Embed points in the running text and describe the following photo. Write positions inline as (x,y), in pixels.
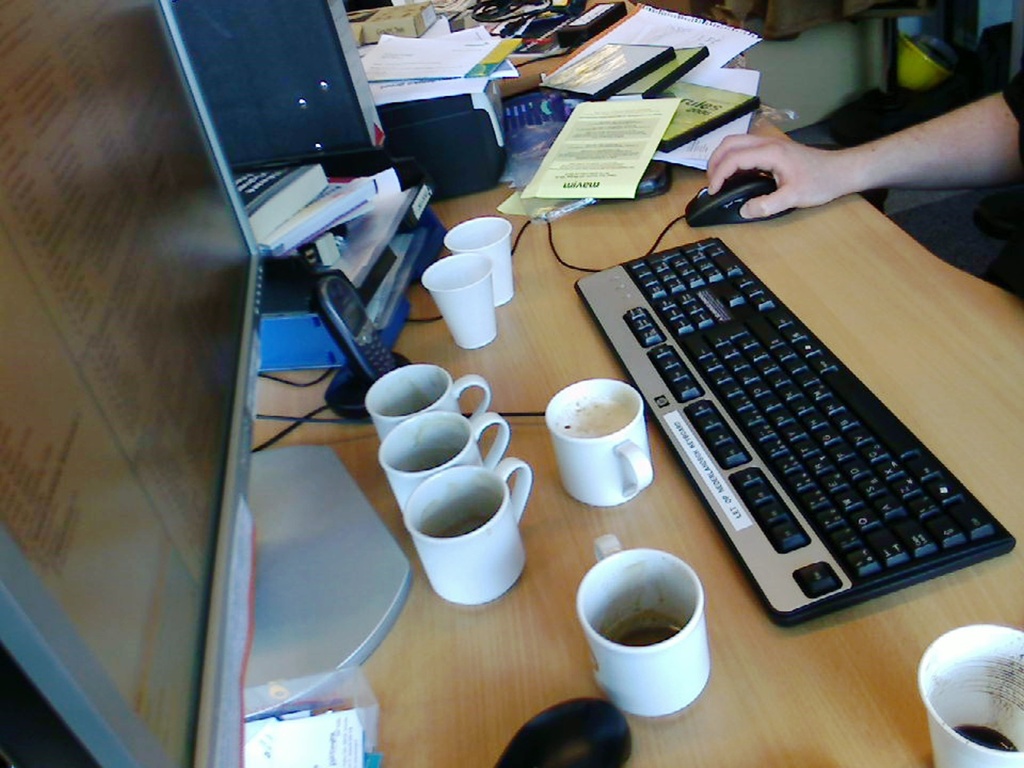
In this picture we can see a man (886,184) is working on the computer (184,404), On the top of the wooden table (989,369) we can see black keyboard (744,446), mouse (714,224), books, Disc (645,85) and eight cup of tea (578,462).
